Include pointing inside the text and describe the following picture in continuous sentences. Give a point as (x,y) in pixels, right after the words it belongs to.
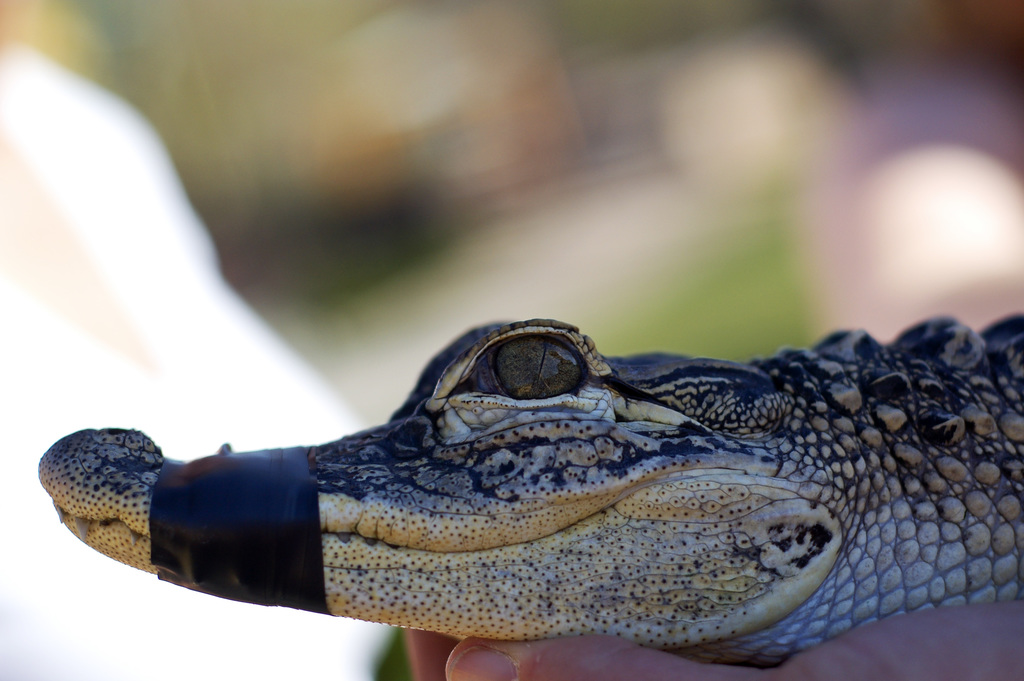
In this picture we can observe small crocodile (767,426) in the human hand (626,646). There is a black color plaster (180,517) around its mouth (66,458). The background (224,611) is completely blurred.
